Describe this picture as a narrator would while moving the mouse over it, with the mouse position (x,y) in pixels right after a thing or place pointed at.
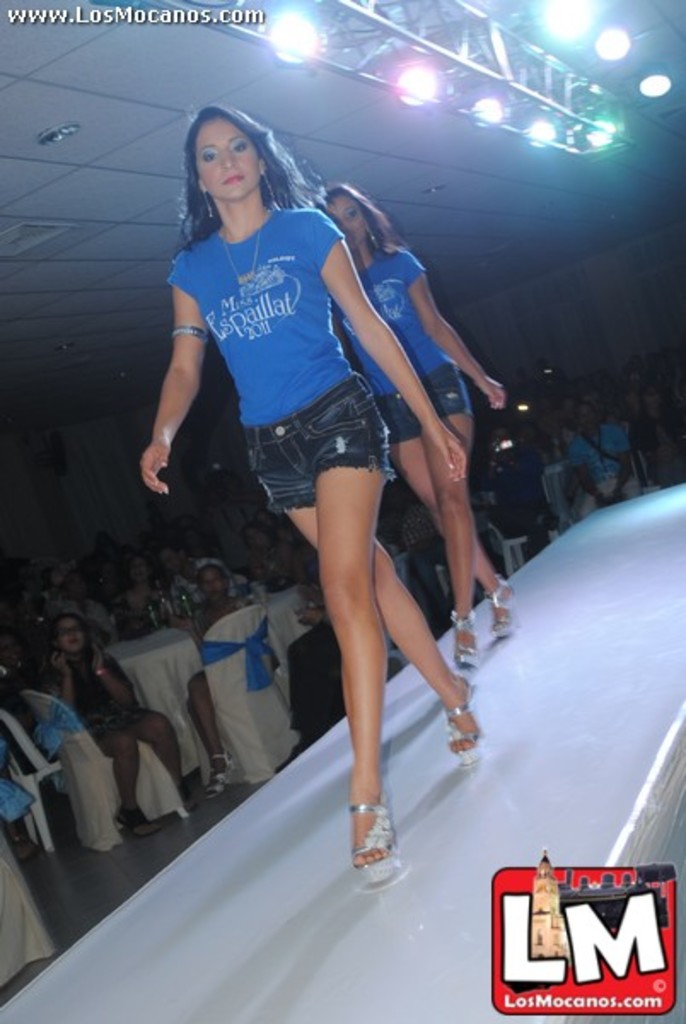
In the image there are two ladies (371,557) walking on the stage (268,937). Behind them there are many people (101,567) sitting on the chairs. And also there are tables (151,686) in the background (159,680). At the top of the image (427,96) there is ceiling (239,82) with lights (427,96) and rods (493,40). In the bottom right corner of the image (518,936) there is a logo (544,984).
